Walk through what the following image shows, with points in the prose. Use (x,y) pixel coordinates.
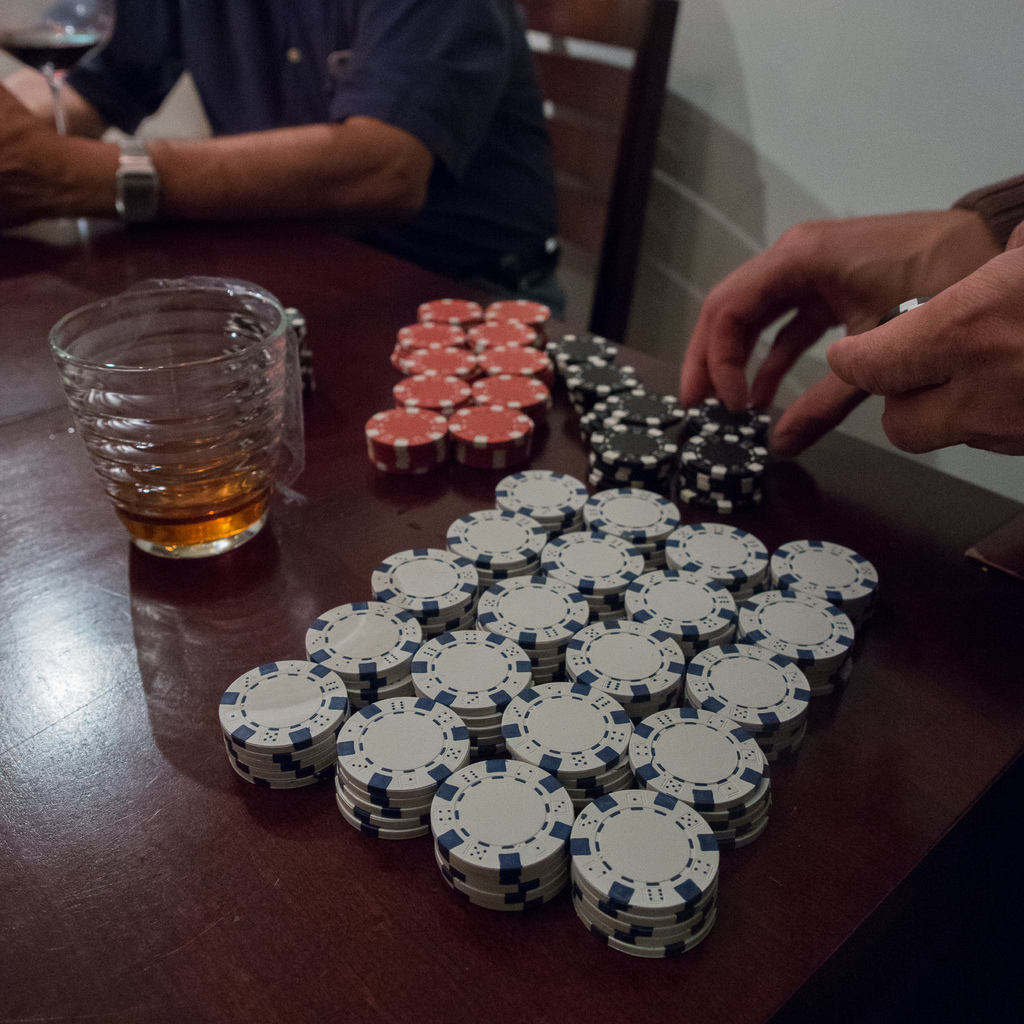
This Picture describe about some blue, white and red color casino coins (631,568) on the wooden table (355,466) and a half filled wine glass (148,483) on it. Beside we can see the man (439,125) wearing blue t-shirt (433,223) sitting on the chair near the table (439,282).
